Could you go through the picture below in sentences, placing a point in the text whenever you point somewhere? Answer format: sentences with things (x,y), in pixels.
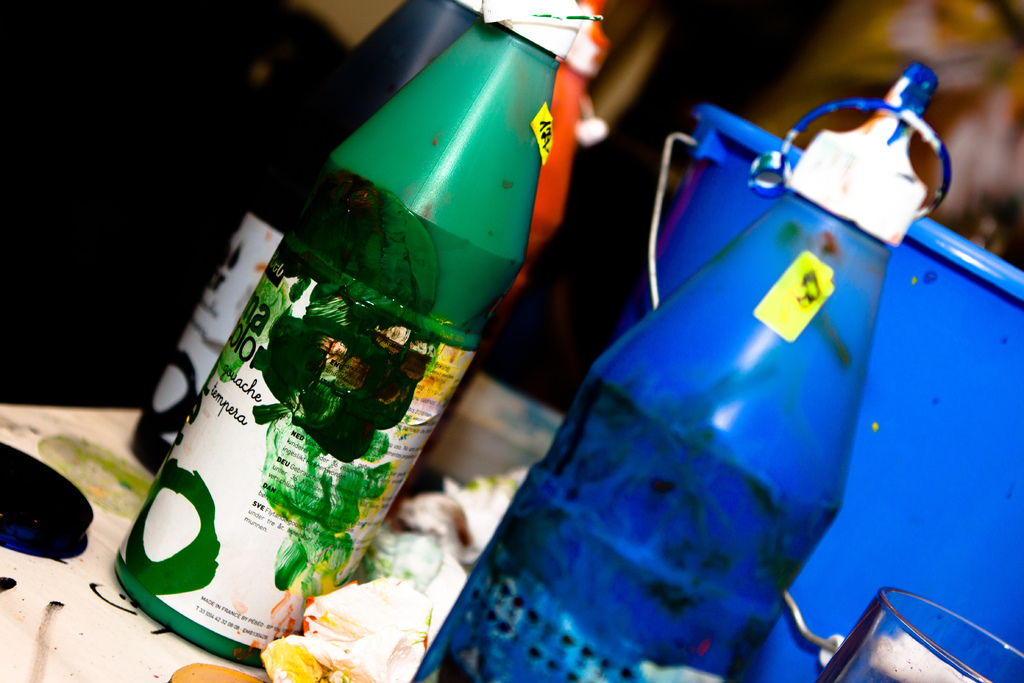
This picture shows few color bottles (466,276) and a bucket (709,147) on the table (44,681).
